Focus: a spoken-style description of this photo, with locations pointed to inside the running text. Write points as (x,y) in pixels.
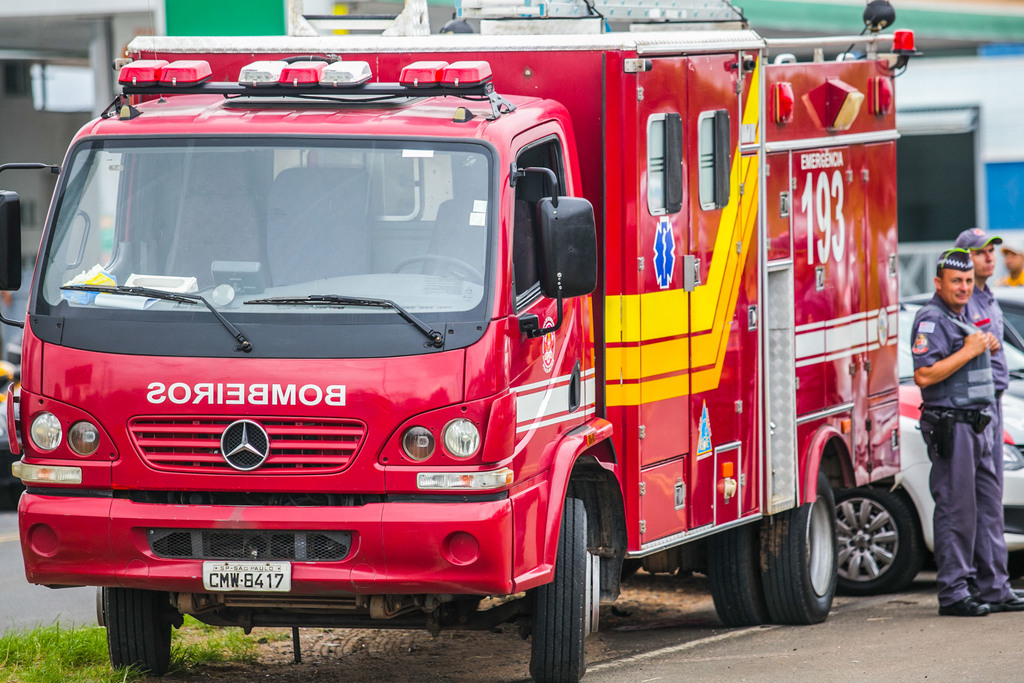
In this image we can see vehicles (809,410) on the road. On the right (952,435) there are two people (952,435) standing. They are wearing uniforms (970,428). At the bottom (67,663) there is grass (69,648).
